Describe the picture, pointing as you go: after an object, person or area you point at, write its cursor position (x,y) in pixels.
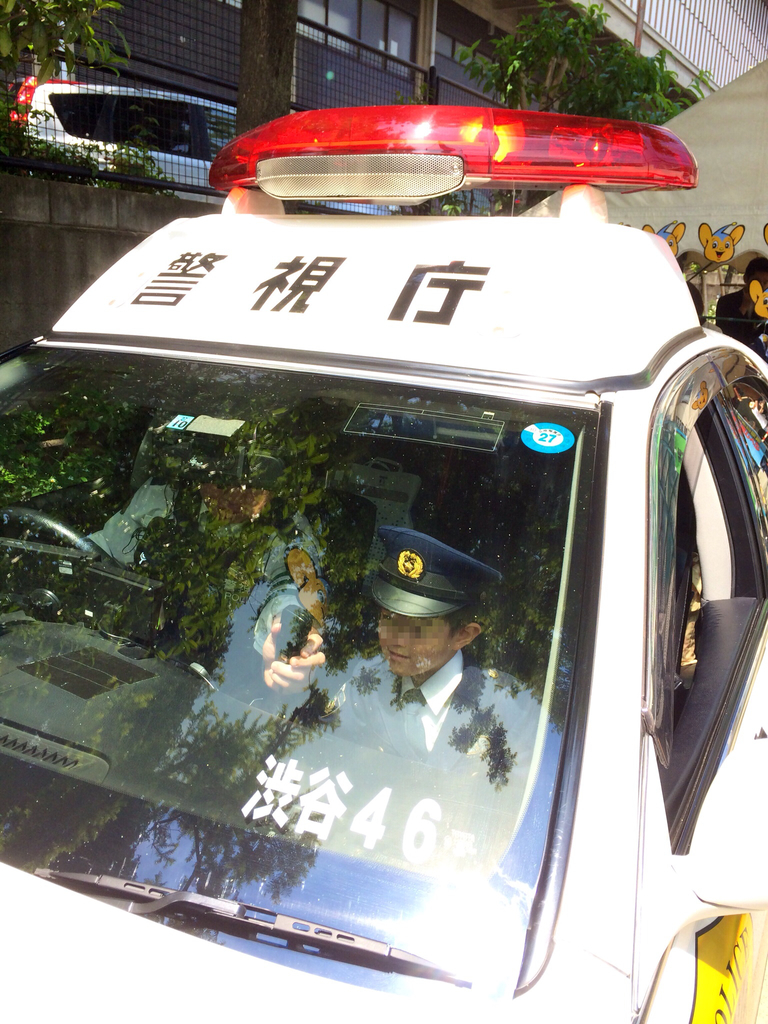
In this image we can see persons (123,517) in a vehicle (252,840). In the background (54,155) we can see car (114,136), wall (81,206), trees (579,65) and building (190,84).
